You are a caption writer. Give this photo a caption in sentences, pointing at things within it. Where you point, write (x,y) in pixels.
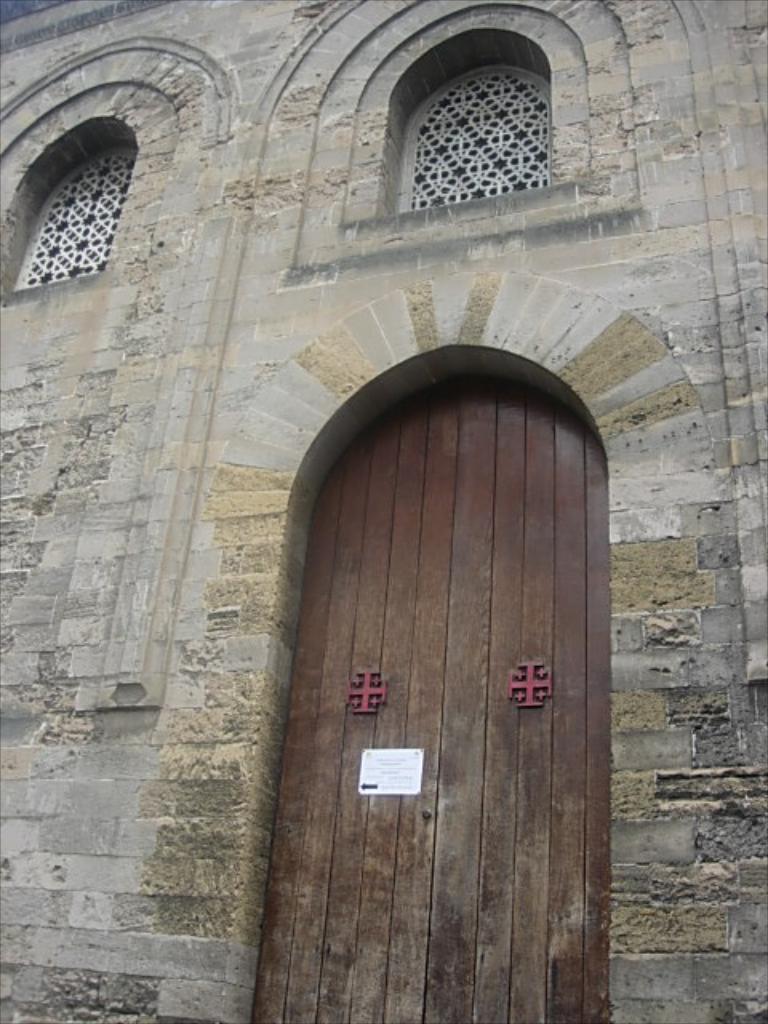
In the picture we can see a building wall (652,748) with a long wooden door (319,748) and a small white color slip (409,757) to it.
